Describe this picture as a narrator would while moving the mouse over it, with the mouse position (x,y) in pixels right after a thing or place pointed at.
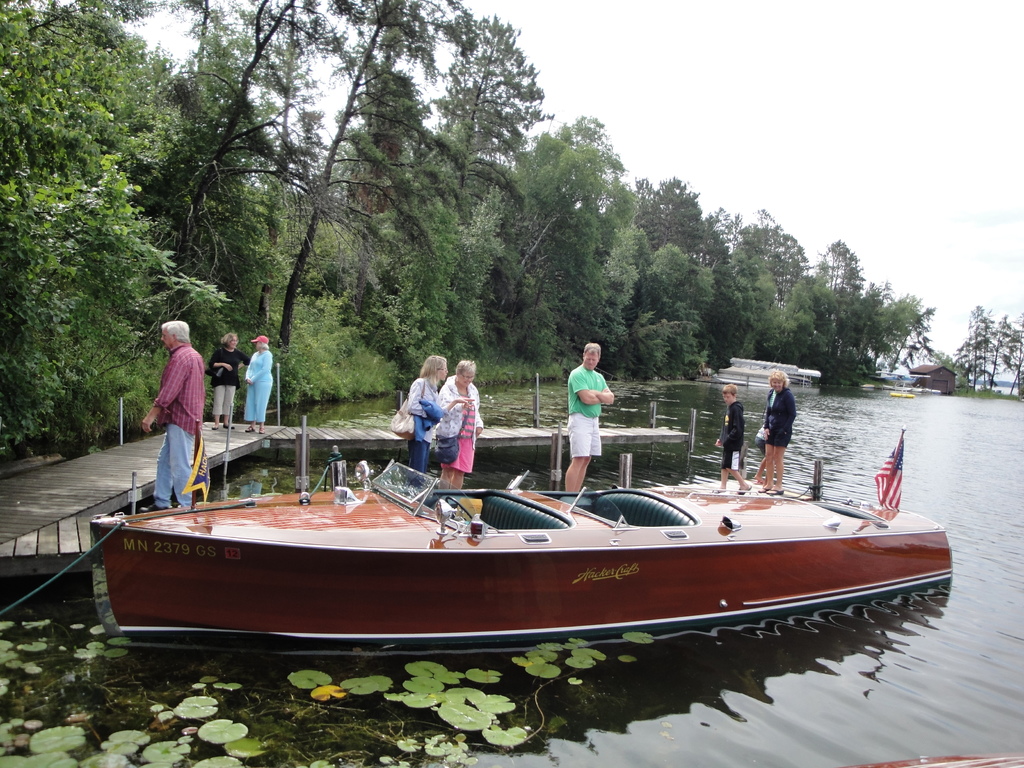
In this image we can see a boat (440,572), a small bridge (222,455), persons (174,414) standing on the floor (207,431), trees (662,242), water (904,609), shelter (923,375) and sky (685,157).
